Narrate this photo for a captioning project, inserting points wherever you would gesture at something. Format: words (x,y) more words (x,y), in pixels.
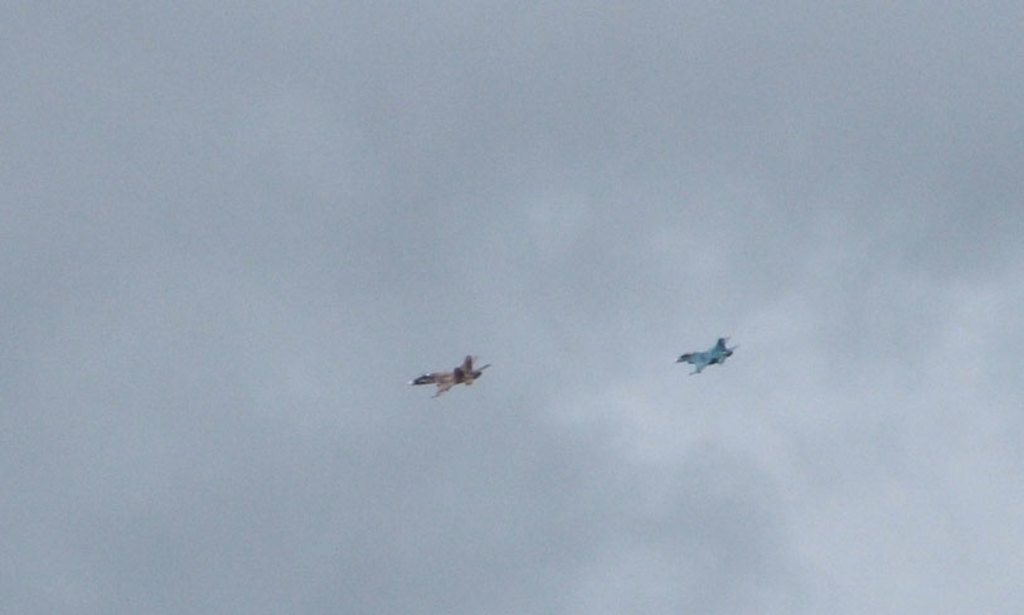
In this picture we can see two aircraft (457,378) here, in the background (700,341) there is the sky (617,195).
